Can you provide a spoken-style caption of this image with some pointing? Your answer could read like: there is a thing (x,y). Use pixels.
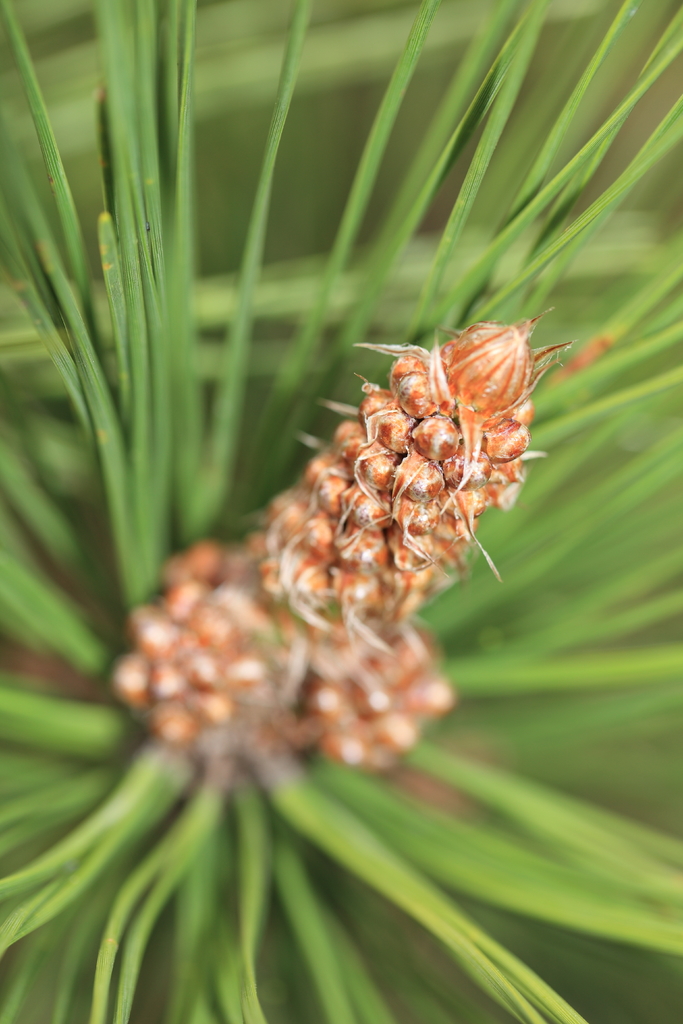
In this image I can see the plant (340,676) in brown and green color.
